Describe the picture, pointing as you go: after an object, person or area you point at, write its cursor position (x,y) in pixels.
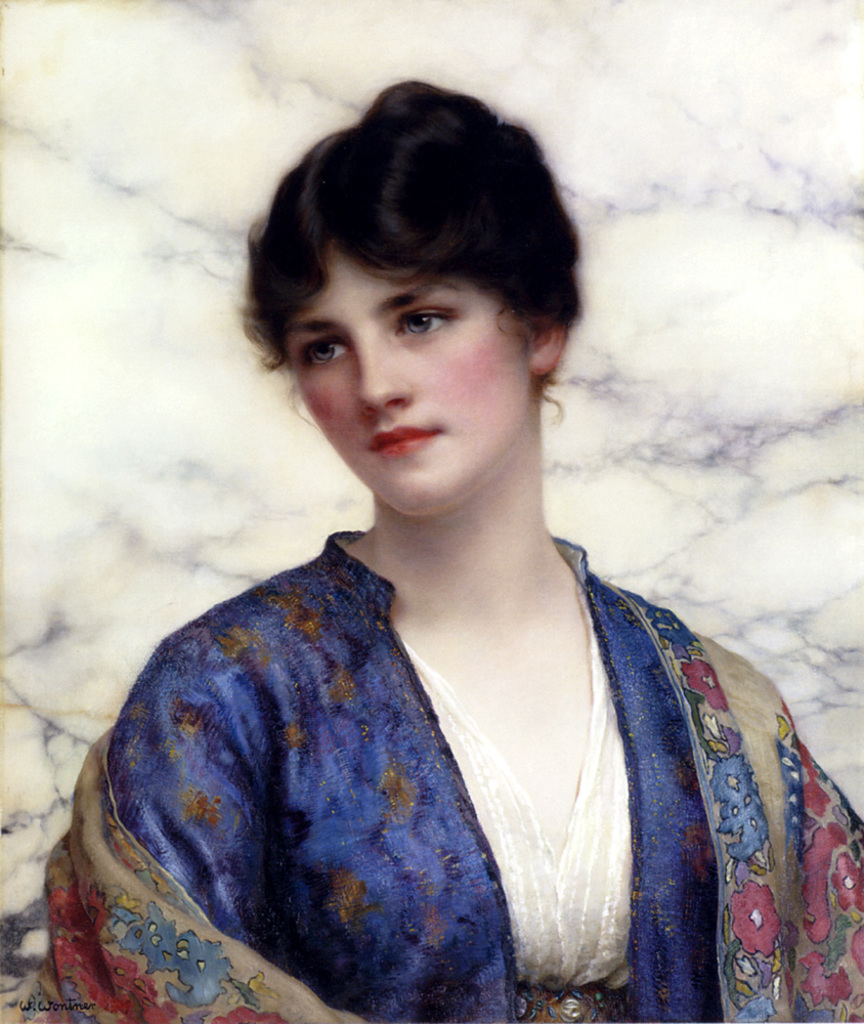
In this picture we can see a painting (299,732) of a woman (296,788). In the bottom left corner of the image (53,1005), it is written something.
